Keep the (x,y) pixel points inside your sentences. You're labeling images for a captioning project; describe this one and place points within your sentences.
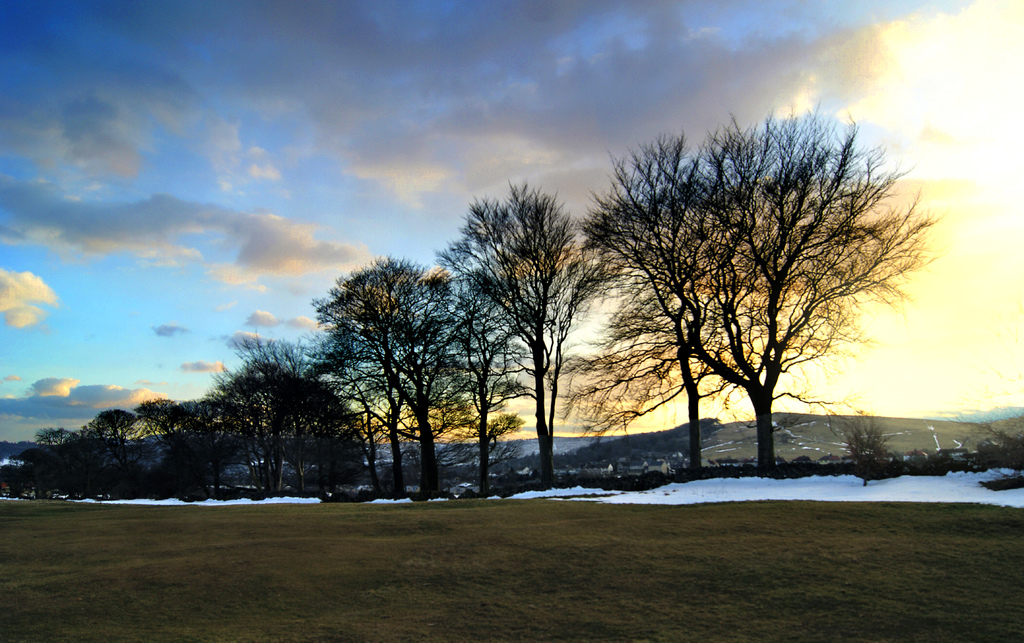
In this picture we can see some dry trees (790,231) in the middle of the ground (374,590). In the front (518,599) we can see the ground (808,538) and some snow (936,497). On the top (362,192) we can see the sky (368,232) and clouds (421,124).
